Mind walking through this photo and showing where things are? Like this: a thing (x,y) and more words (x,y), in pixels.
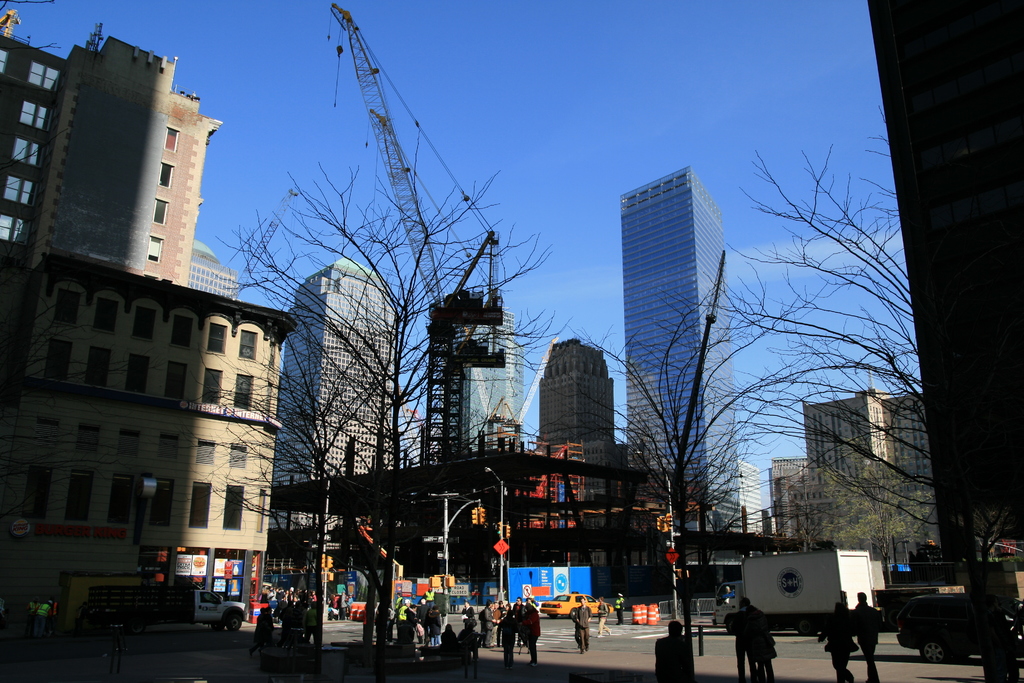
In this image there are buildings (559,414), in front of the buildings (573,409) there are few people (410,599) and vehicles (550,610) are on the road (611,616) and there are trees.
